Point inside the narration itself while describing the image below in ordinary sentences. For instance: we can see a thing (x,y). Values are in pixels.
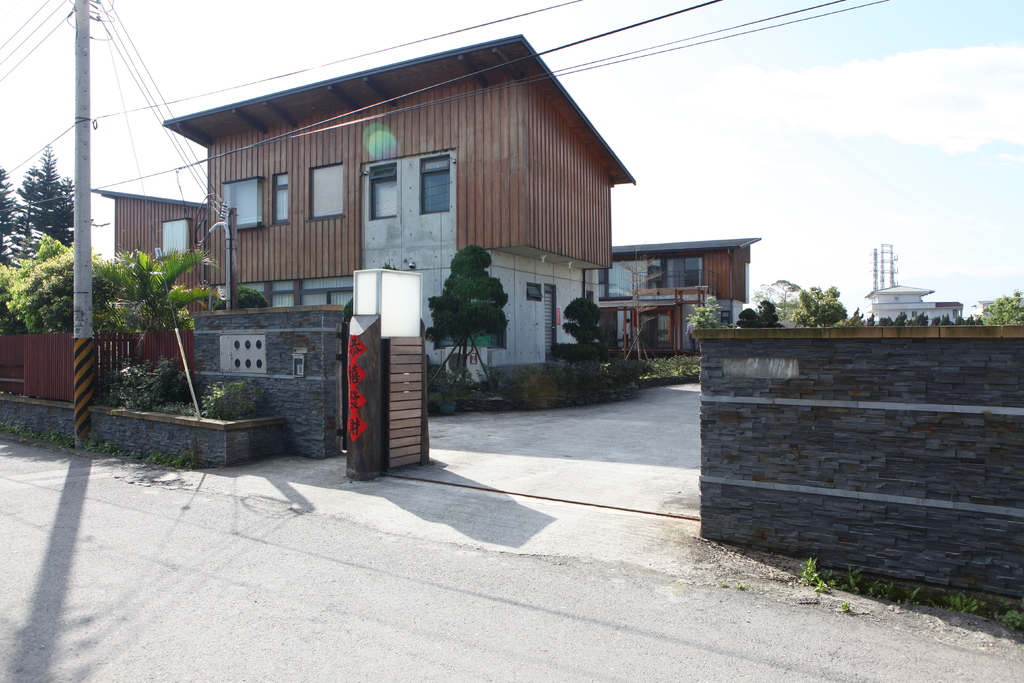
In this image, I can see the buildings (722,266) with the windows (648,341). These are the trees (459,303) and bushes (607,366). I think this is a compound wall (727,415). On the left side of the image (77,438), I can see a current pole (79,19) with the current wires (33,37). At the bottom of the image (263,500), that looks like a road (529,666).
